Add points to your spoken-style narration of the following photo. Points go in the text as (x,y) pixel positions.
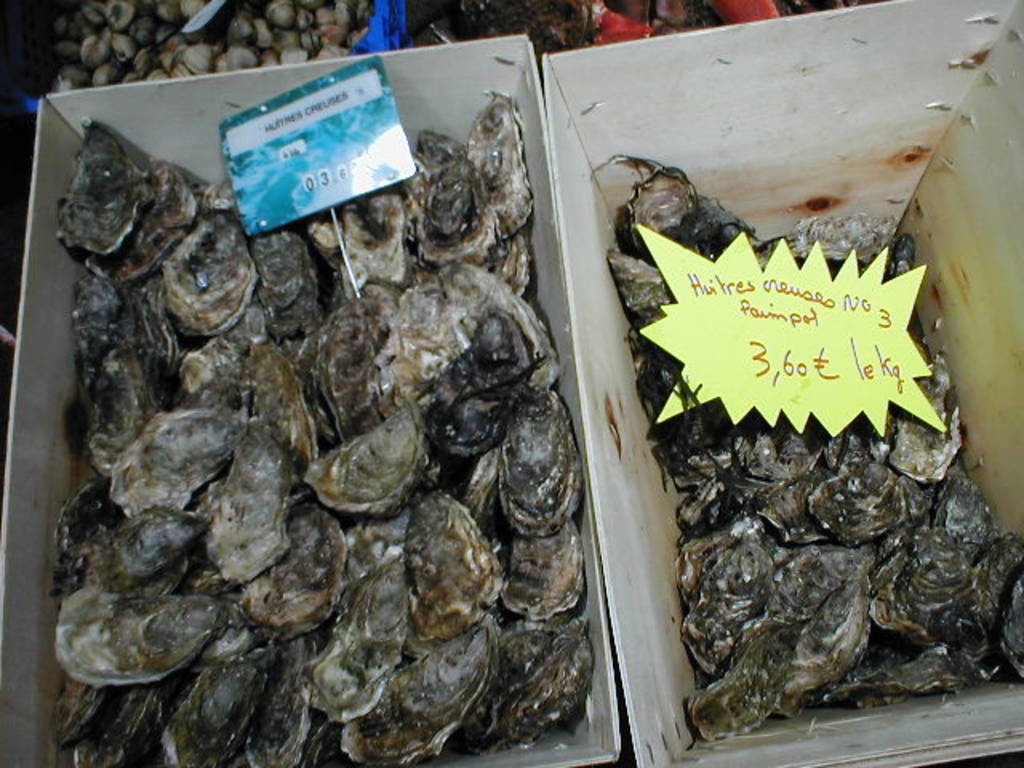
In this image I can see few shells (374,563), they are in black, cream and white color in the wooden box (587,359). I can also see two boards (823,315) in blue and yellow color.
